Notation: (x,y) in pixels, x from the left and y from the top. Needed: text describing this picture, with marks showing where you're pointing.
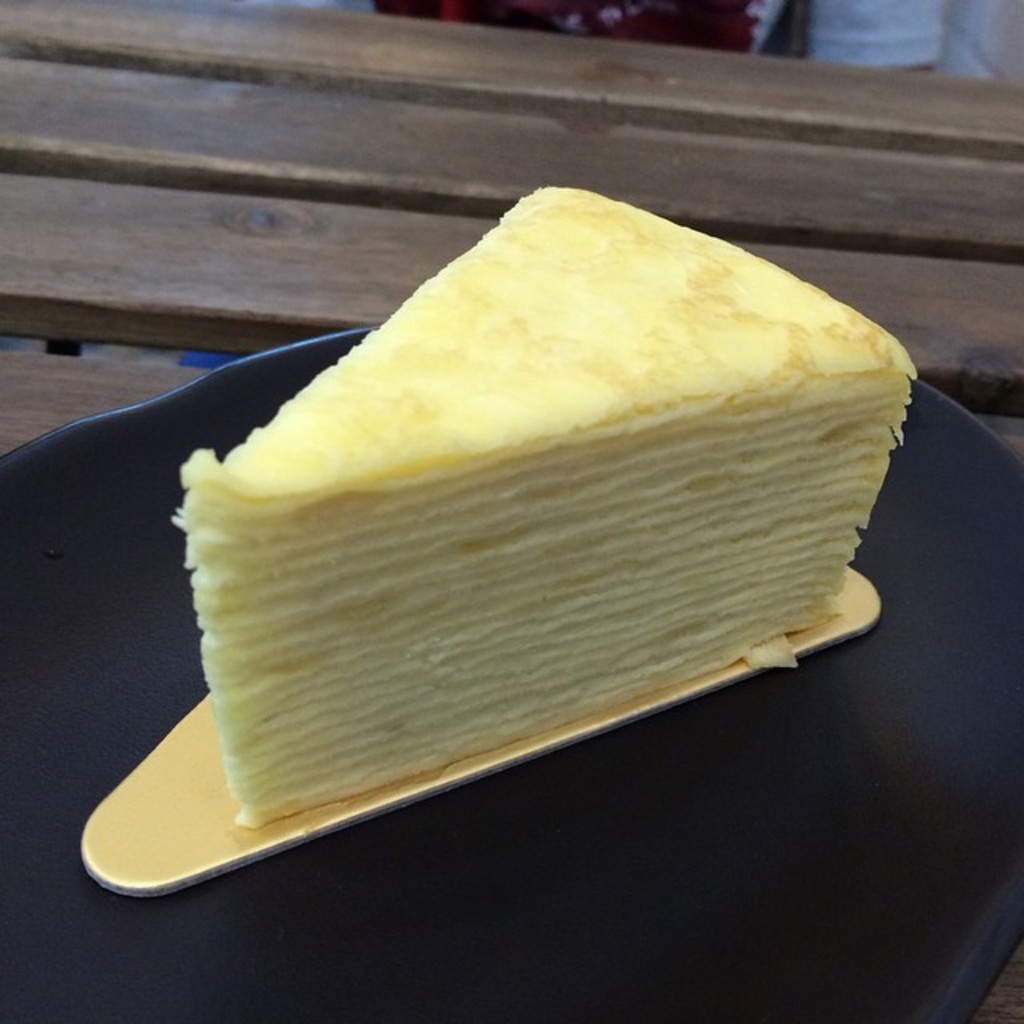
In the image there is a crepe cake (589,576) on a plate (903,516) on a wooden table (143,266).
